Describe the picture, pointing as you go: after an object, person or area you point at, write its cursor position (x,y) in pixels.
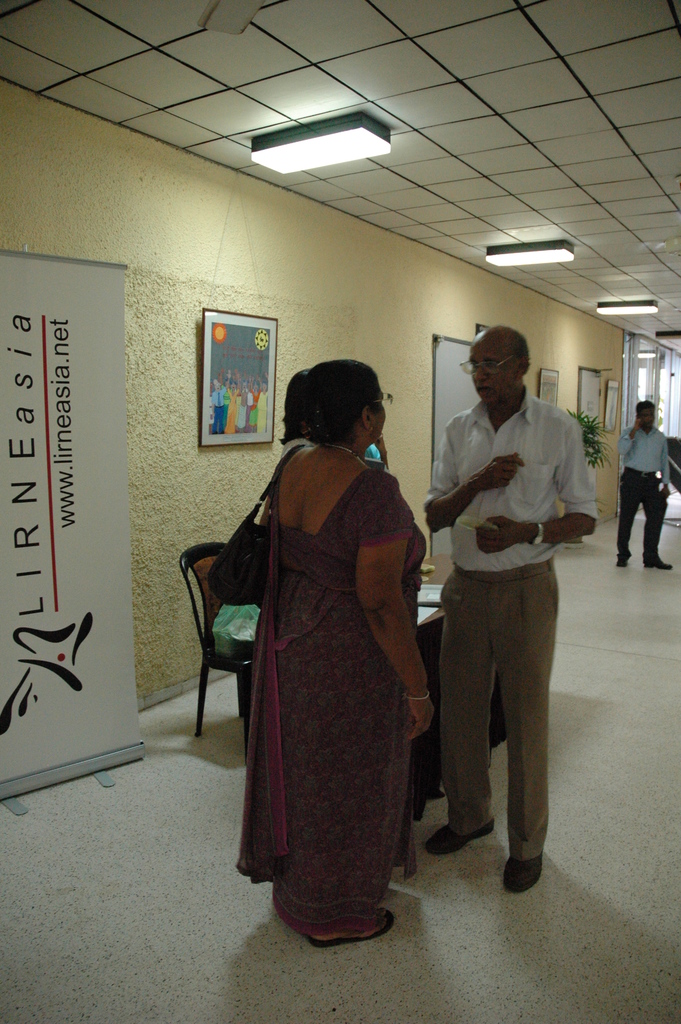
There are few people (350,376) here in that a person (509,593) is talking to them. Behind them there is a chair (249,674) and a table (431,660) with books (431,593) on it. On the left (101,483) there is a hoarding (79,511). On the wall (249,258) there are frames (253,343), door (445,357) and a flower plant (589,440). On the right (650,451) there is a man (639,459) standing. At the rooftop (407,112) there is a ceiling (329,115) and lights (512,247).
